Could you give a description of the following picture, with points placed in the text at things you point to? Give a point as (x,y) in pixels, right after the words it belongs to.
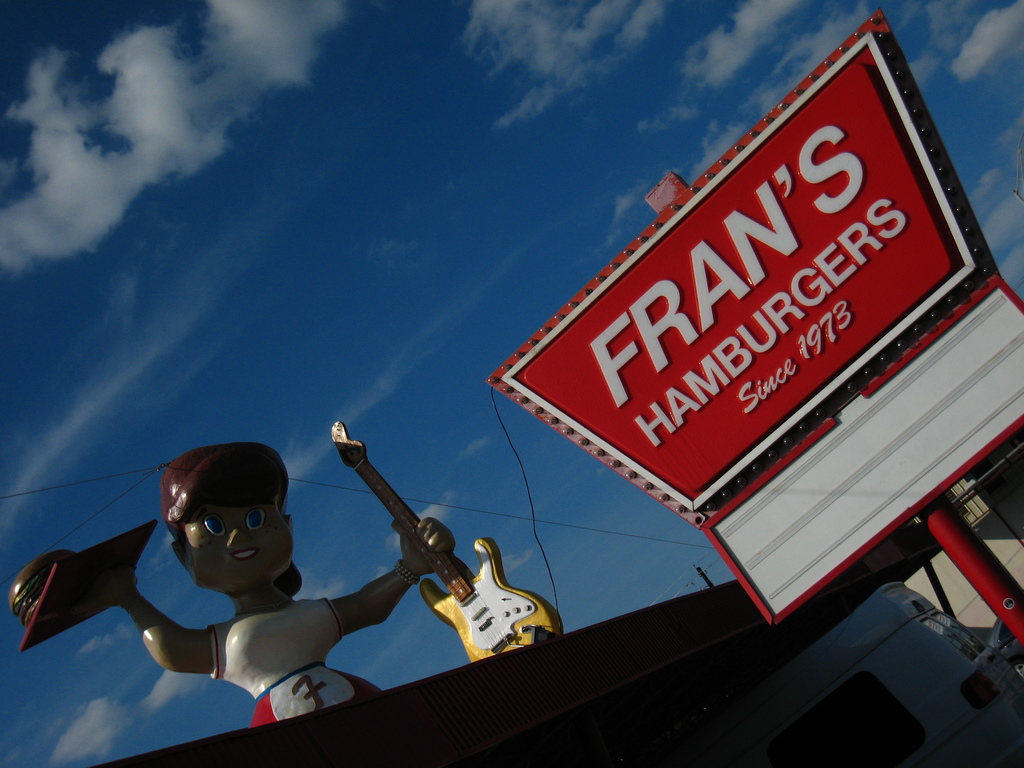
In the bottom right corner of the image (910,632) there is a vehicle (886,660). And also there is a pole (970,538) with a board (831,464). There is text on the board (836,481). Above the vehicle (752,716) there is a roof (595,632). Behind the roof (550,689) there is a mascot (193,561) with ropes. At the top of the image (479,64) there is sky (314,163) with clouds (85,229).
